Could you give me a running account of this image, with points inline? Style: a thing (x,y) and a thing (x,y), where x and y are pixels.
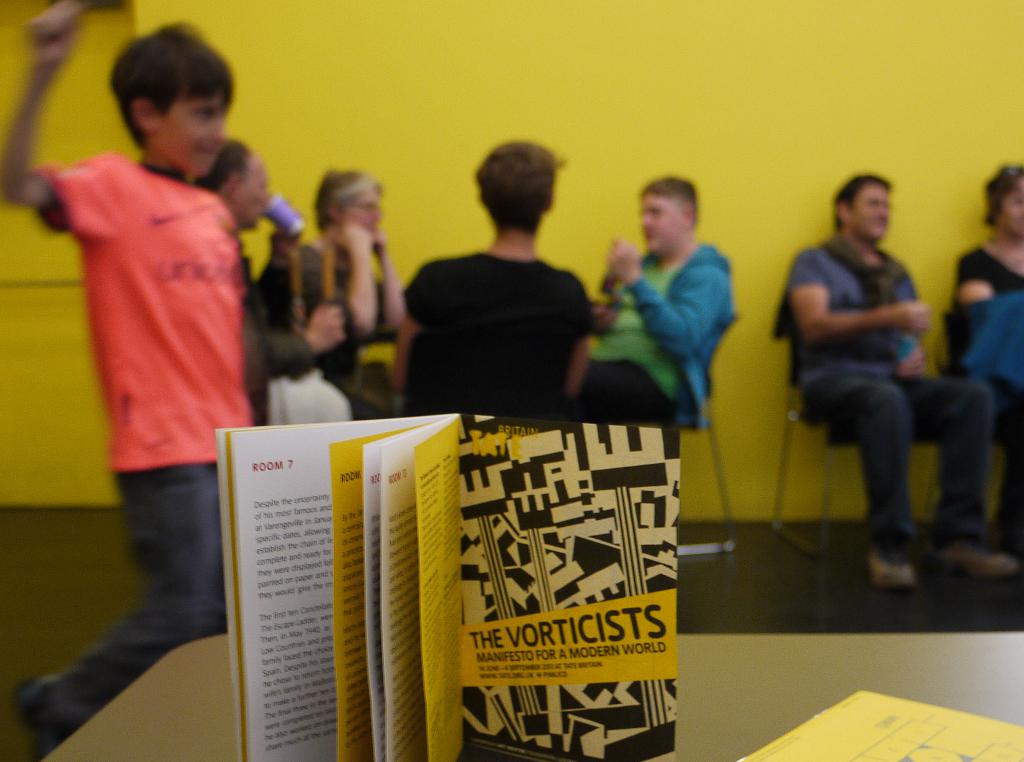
In this picture we can see some people (808,330) sitting on chairs (947,330), there is a table (782,717) in the front (776,710), we can see a book (586,636) and a paper (905,736) on the table (740,686), on the left side (199,342) we can see a kid (239,355) standing, in the background (416,108) there is a wall (428,97).
